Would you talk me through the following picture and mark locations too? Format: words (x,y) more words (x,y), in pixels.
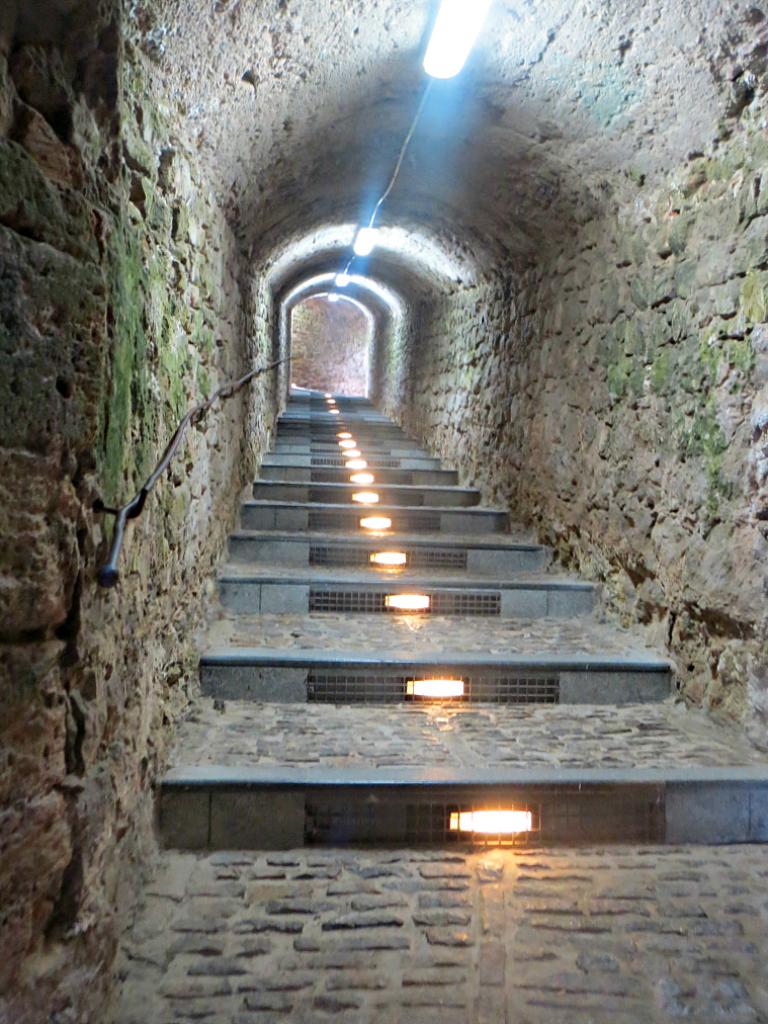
In the image there is a subway (581,309) and inside the subway (463,885) there are steps (345,462) and there are lights (458,1) fit to the roof (390,67) of the subway (489,202).
